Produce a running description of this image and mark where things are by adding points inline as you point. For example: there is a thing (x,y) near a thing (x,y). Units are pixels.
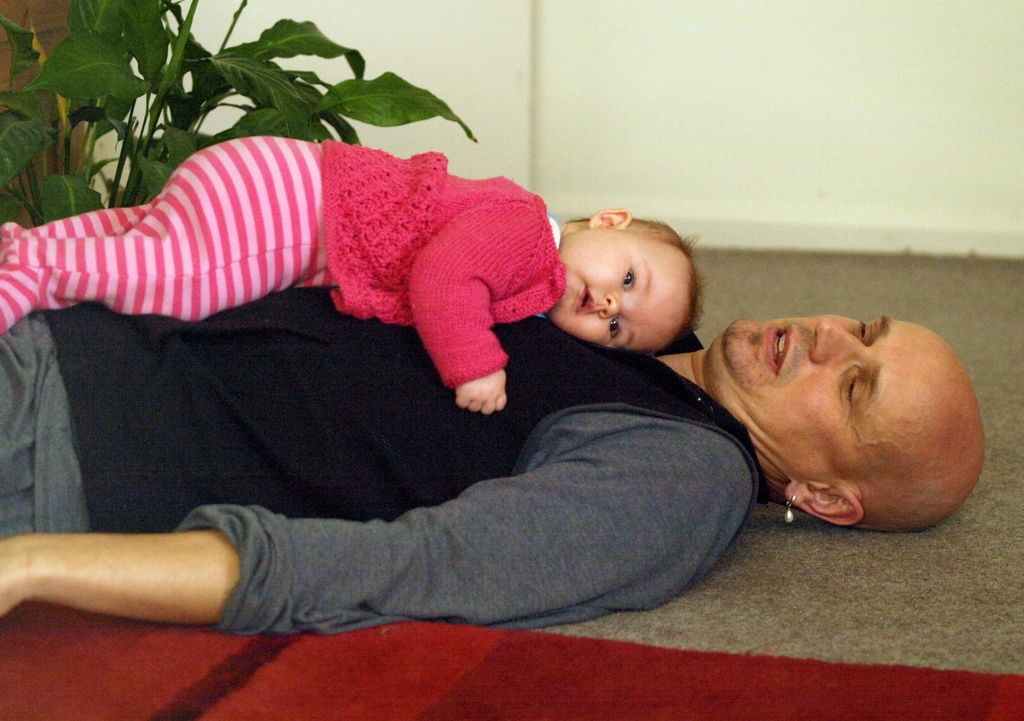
In this picture we can see a man (571,481) with a baby (367,312) on him, carpet (776,678) on the floor (655,631), plant (188,143) and in the background (539,164) we can see the wall (650,51).
